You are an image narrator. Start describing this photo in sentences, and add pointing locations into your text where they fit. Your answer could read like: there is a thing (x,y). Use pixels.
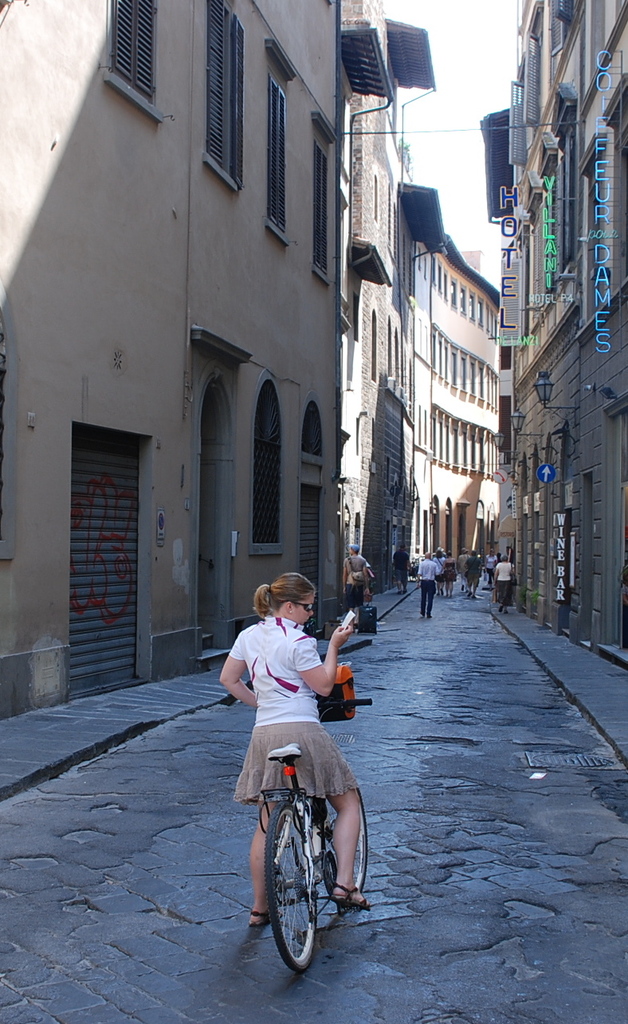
The photo is taken on a street (473,763). in the middle (320,680) one lady (315,774) is riding a bicycle (315,813) she is holding a phone (346,618), she is wearing t-shirt (266,645). In the both side there are buildings (282,514). In the background (477,559) people (506,590) are walking by the street (481,820).
